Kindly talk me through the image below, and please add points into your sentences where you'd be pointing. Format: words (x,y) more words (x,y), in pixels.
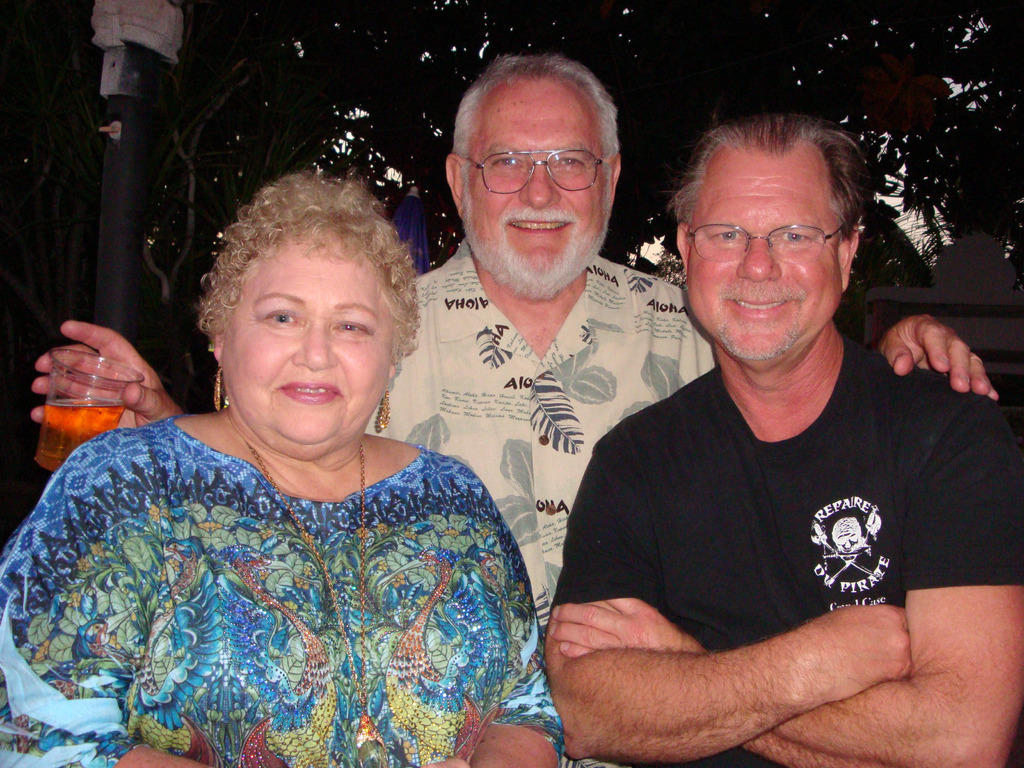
In this image, we can see few peoples (292,584) are smiling. few are wearing glasses (699,235). At the back side (712,96), we can see some plants (342,107), rod (126,226) and board (991,259). The middle person (509,389) is holding a glass (100,405), there is a liquid (64,433) on it.
